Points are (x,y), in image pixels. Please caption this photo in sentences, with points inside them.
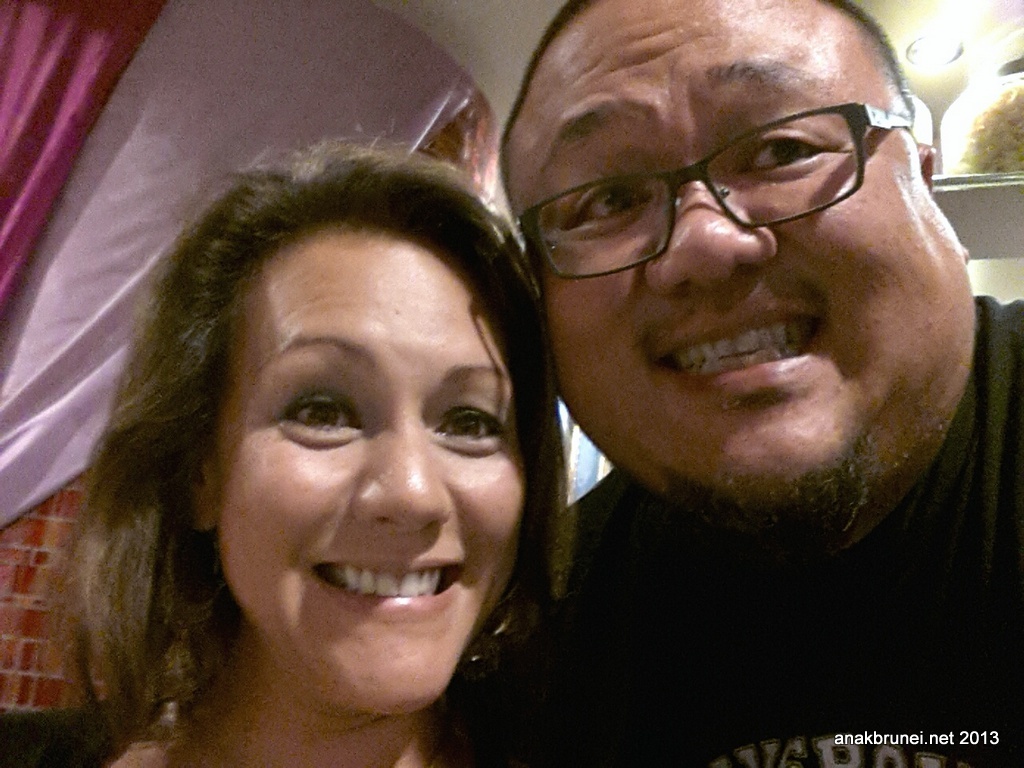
In this image we can see there is a girl (407,605) and a boy (705,526) with a smile (367,587) on their face (340,591).
